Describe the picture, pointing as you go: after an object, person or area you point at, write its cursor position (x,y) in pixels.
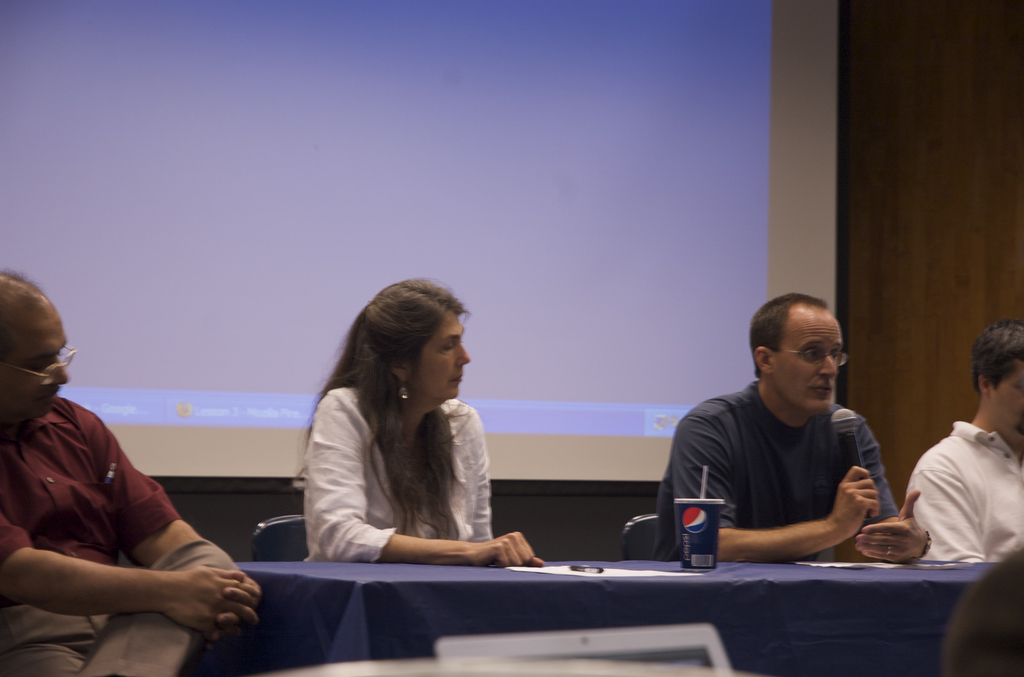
In this image I can see group of people (83,436) sitting, the person (826,458) in front (807,409) is wearing blue shirt (812,458) and holding a microphone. I can also see a glass (694,519), few papers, a pen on the table (293,603). Background (750,55) I can see a projector screen (734,245) and the wooden wall (924,257).
